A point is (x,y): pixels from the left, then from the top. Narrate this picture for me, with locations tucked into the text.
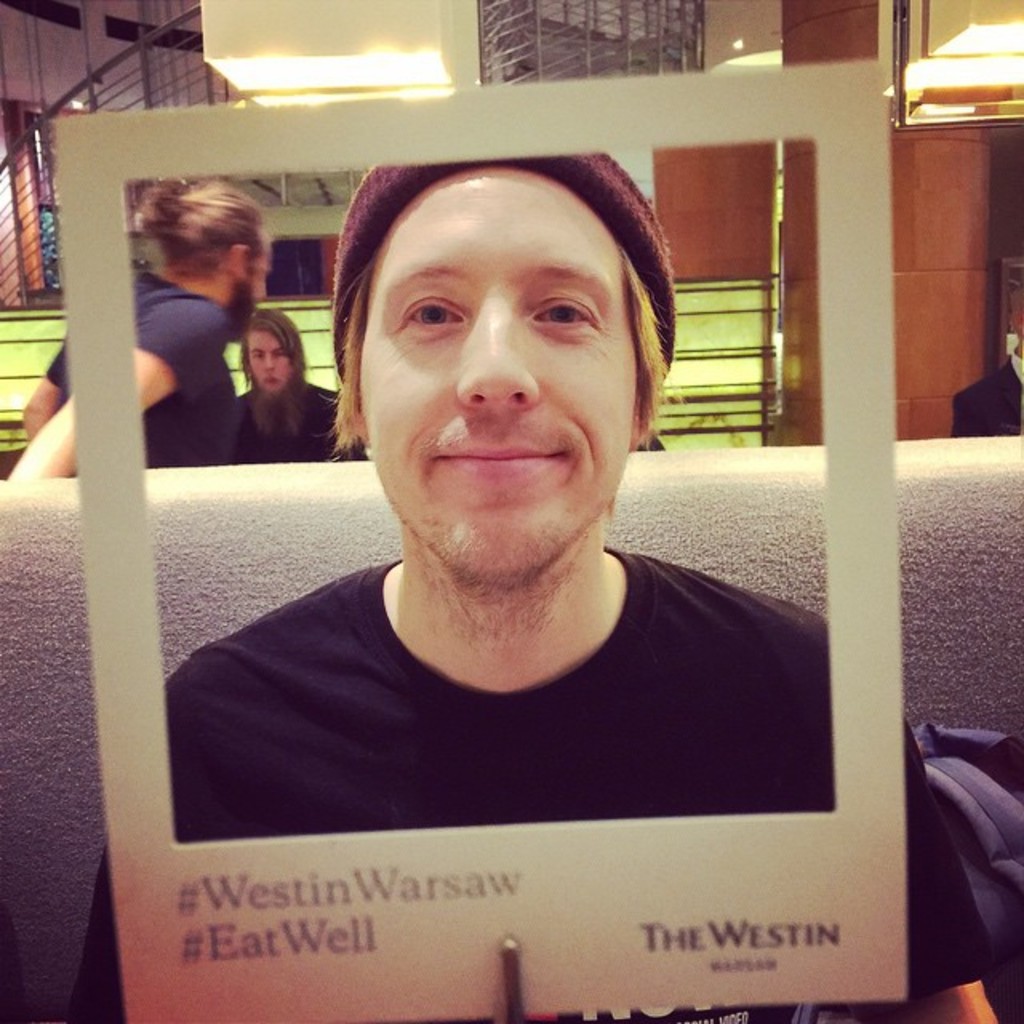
In the center of the image (414,343) there is a person (526,702) sitting on the sofa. In the foreground (206,931) there is a frame (865,108). In the background (178,360) we can see persons (199,372), stairs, light (332,97) and wall (912,242).
